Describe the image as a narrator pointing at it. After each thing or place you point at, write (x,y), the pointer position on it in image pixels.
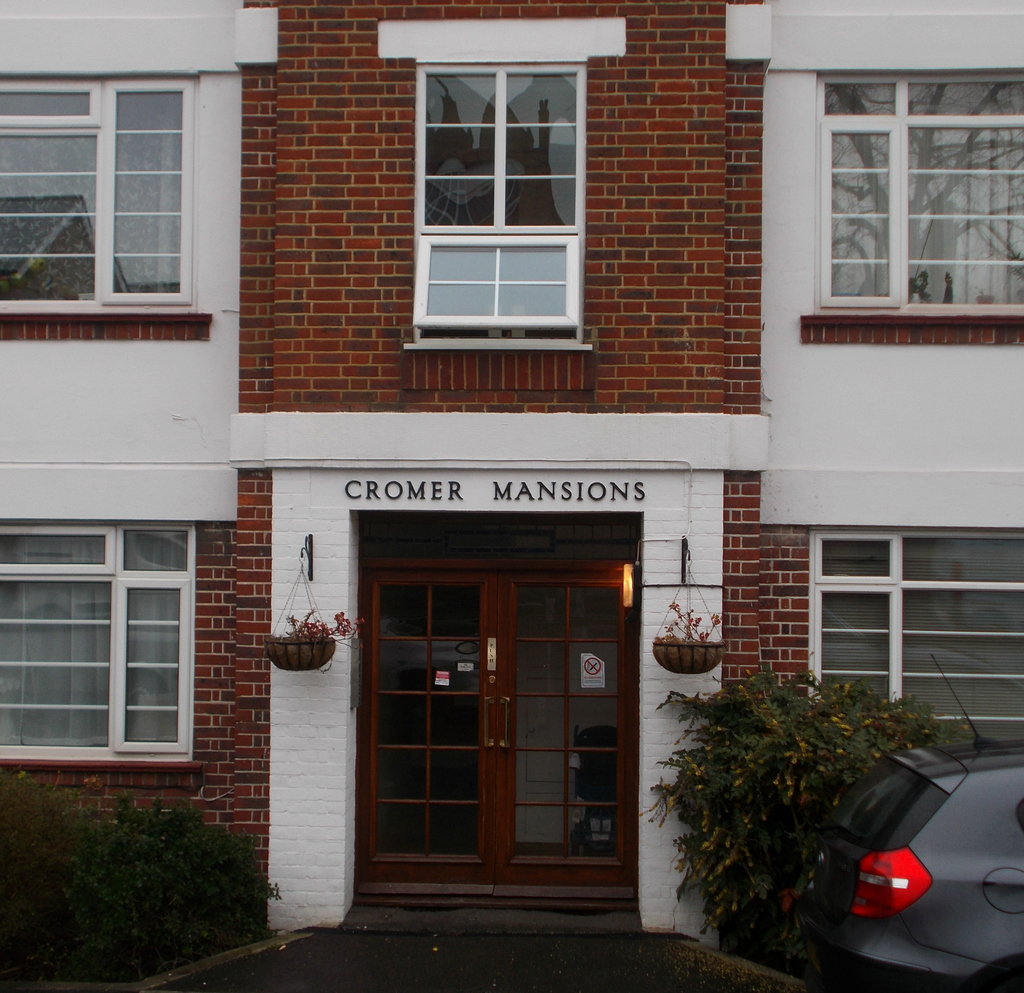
In the picture I can see a building (468,518) which has doors (465,734), windows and flower pots (689,627) attached to the wall (346,670). I can also see vehicle (918,923), plants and something (643,495) written on the building (466,417).
